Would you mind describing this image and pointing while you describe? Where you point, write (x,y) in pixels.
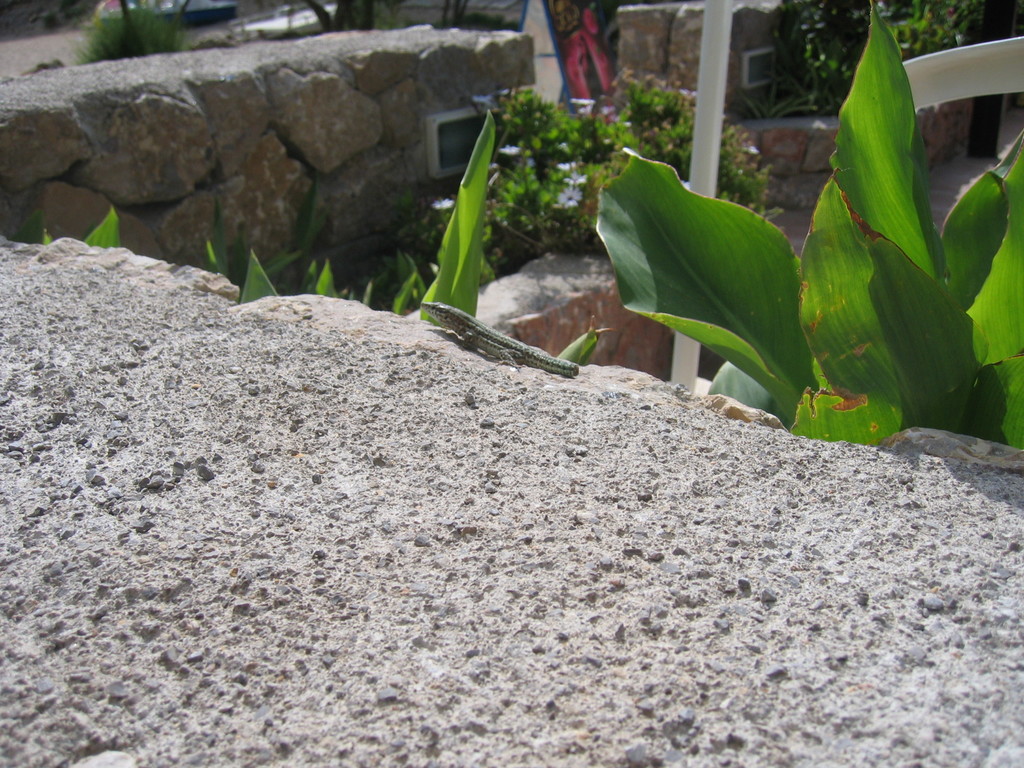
This picture is clicked outside. In the foreground (899,565) we can see the ground (338,363) and there is a lizard (511,352) seems to be walking on the ground (690,477) and we can see the plants (862,22), walls (372,77) and a white color pole (714,126). In the background (54,32) we can see the ground (76,51) and some other objects (600,40).
